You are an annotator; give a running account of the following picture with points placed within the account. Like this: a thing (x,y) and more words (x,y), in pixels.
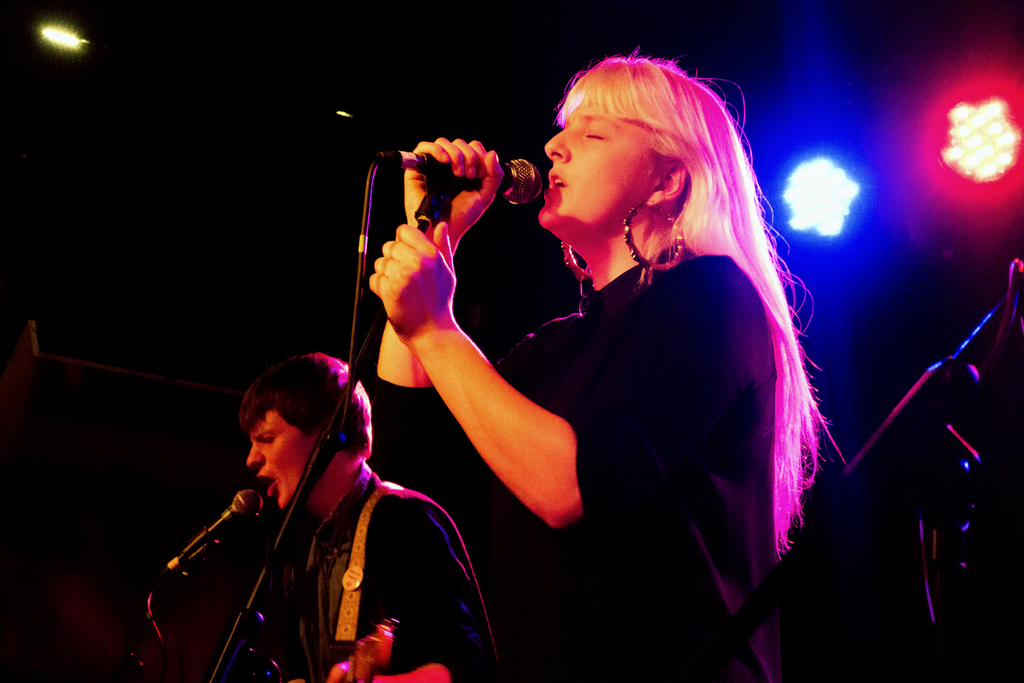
In this picture we can see there are two persons (447,559) singing and the woman (500,430) is holding a microphone (461,184) and a stand (443,195). In front of the man (297,438) there is another microphone (249,508). Behind the people (406,539) there are lights (957,168) and the dark background (16,104). On the right side of the image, there is an object (939,456).
